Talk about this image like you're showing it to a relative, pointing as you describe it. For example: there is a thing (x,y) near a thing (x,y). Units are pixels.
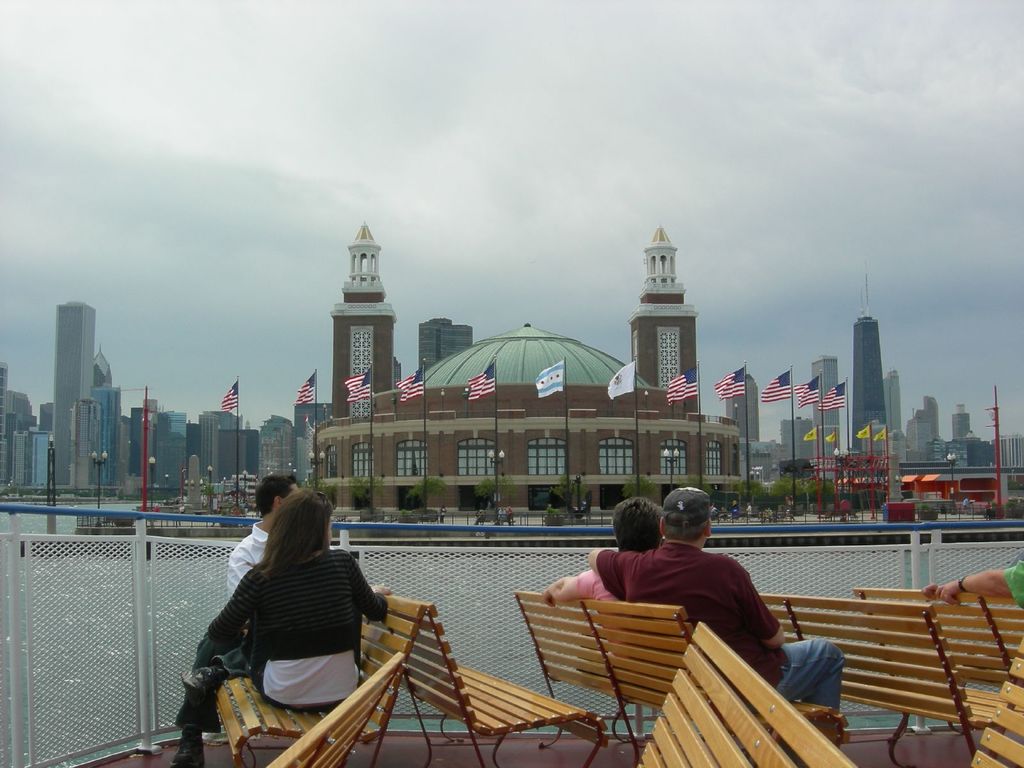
This picture is clicked outside. In the foreground (445,670) we can see the benches (753,716) and the group of people (315,702) sitting on the benches (499,688) and we can see the net (90,587), metal rods (188,542), trees (639,484), flags (550,371), buildings (595,406), dome (577,354), skyscrapers (464,340) and many other objects (849,472). In the background (483,141) we can see the sky (453,133) and in the center (496,460) we can see the lampposts (951,495) and the group of people (502,517).
